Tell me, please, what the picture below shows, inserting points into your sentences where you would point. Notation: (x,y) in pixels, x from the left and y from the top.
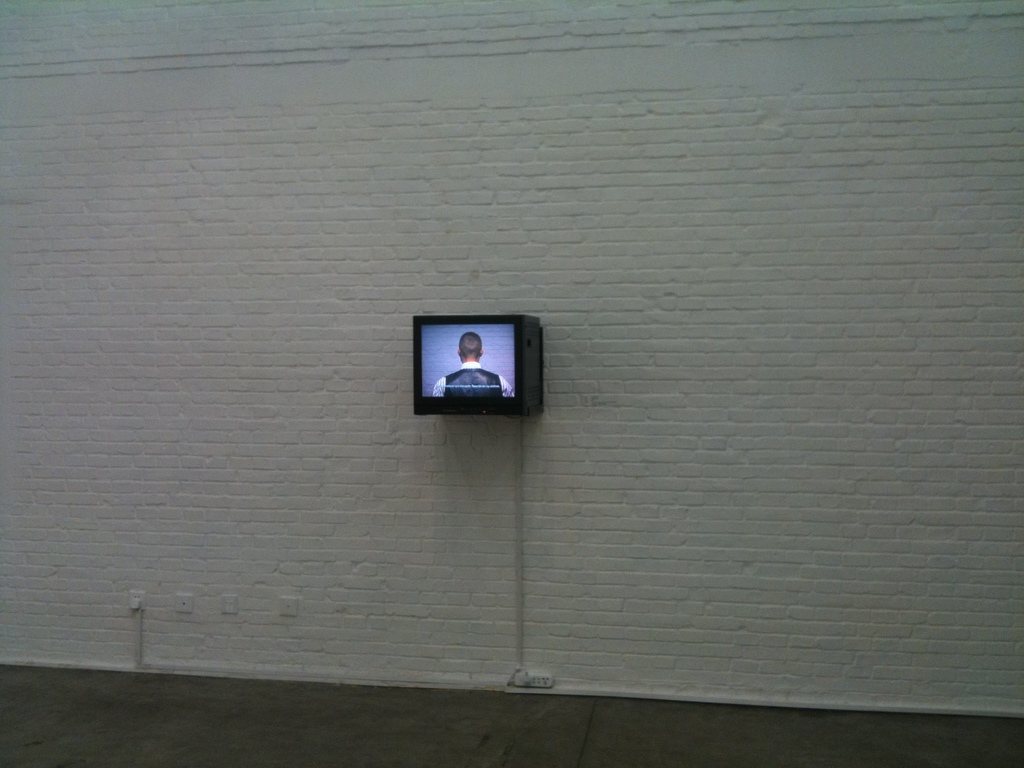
In this image I can see the ground (383,736), the white colored wall (304,193) and the black colored screen (460,365) to the wall (402,396). On the screen (486,363) I can see a person (493,382).
